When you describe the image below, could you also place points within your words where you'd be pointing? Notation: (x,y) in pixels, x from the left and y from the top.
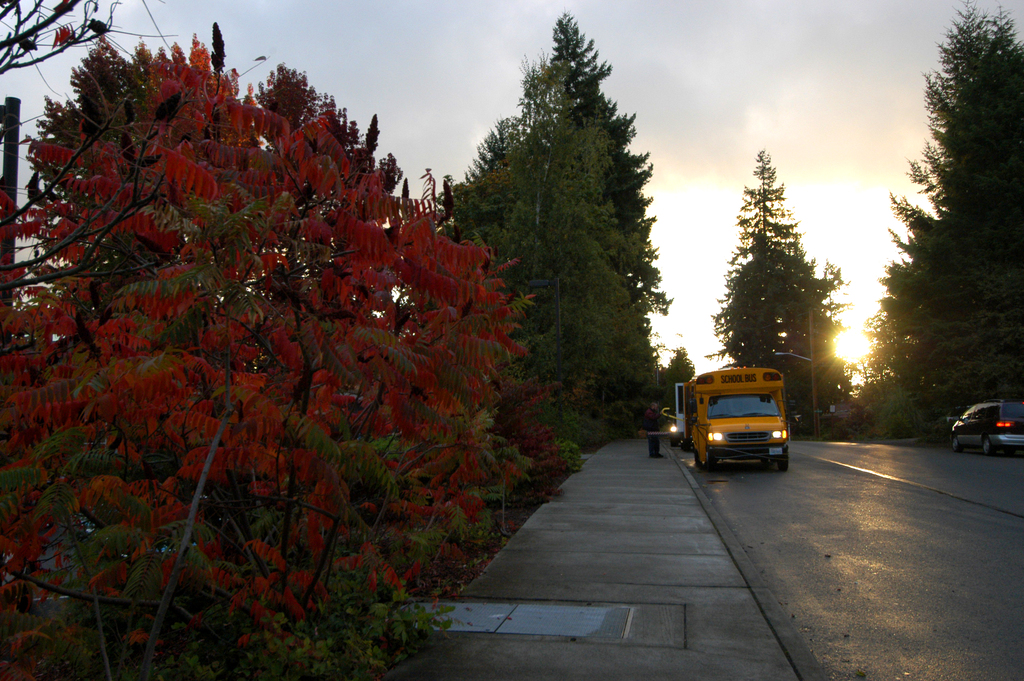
In this picture we can see vehicles (786,435) on the right side (723,441), in the background (841,414) there are some trees (966,311), we can see a person (652,431) is standing in the middle (647,416), there is the sky (706,85) at the top of the picture (736,51).
